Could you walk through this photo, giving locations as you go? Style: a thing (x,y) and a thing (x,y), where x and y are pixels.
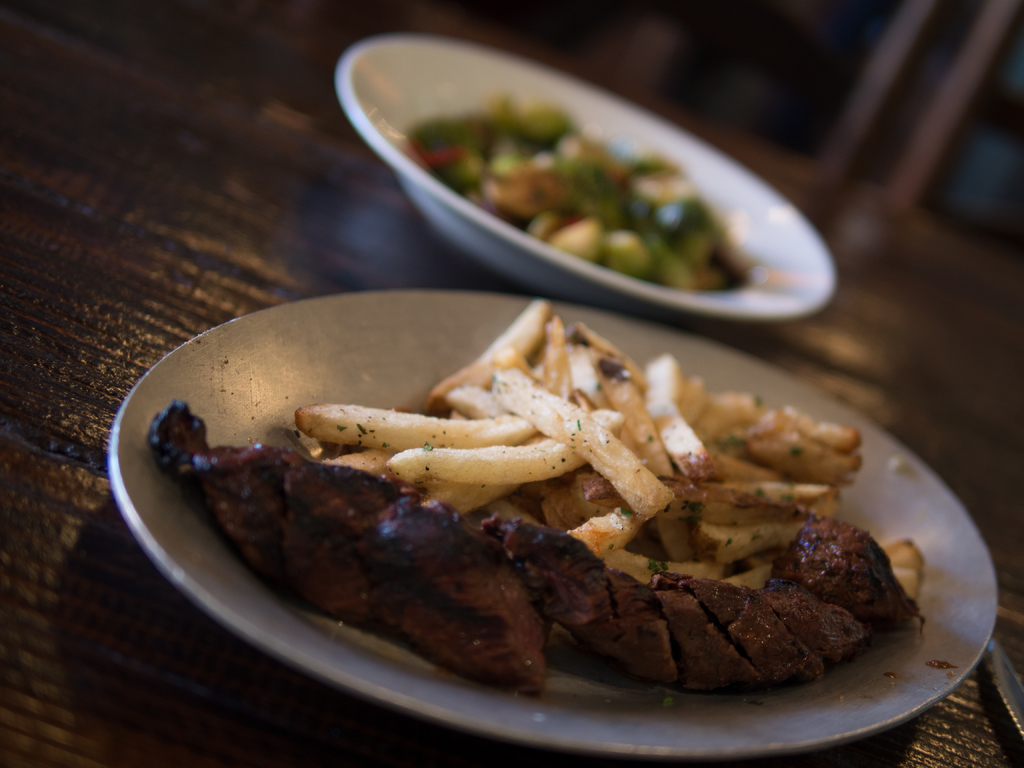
In this image there are some food items (507,529) kept in a white color bowl (371,341) in the bottom of this image (511,546) and on the top of this image (528,168) as well. These bowls (386,378) are kept on a surface (951,440) which is in the background (264,298).
